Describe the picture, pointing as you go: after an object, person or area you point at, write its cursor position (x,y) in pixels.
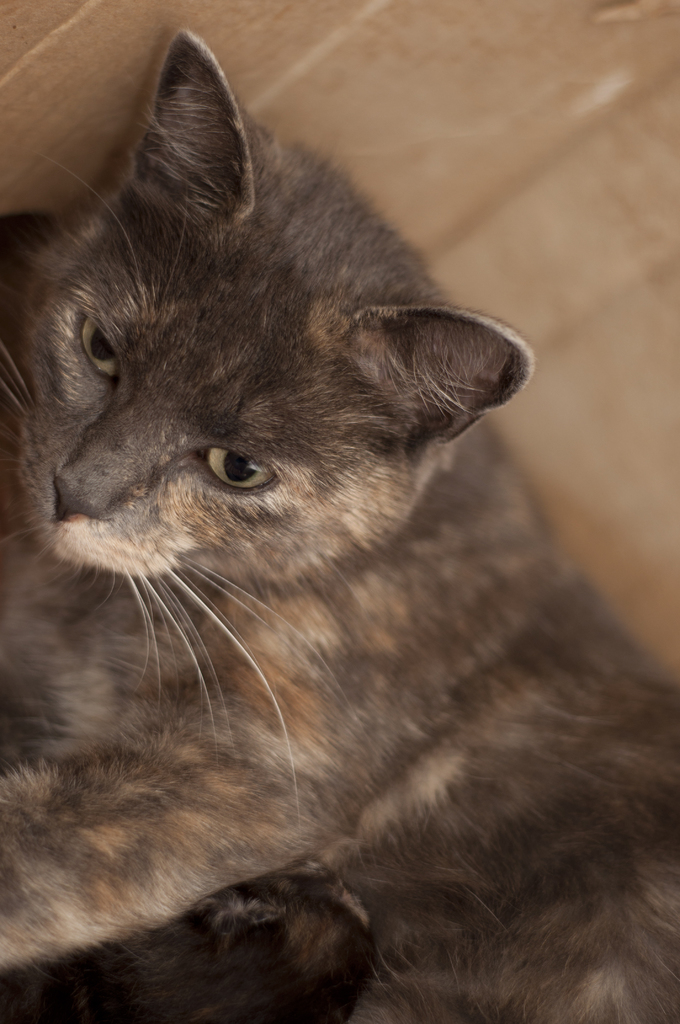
In this image there is a cat (288,601) which is grey in colour.
